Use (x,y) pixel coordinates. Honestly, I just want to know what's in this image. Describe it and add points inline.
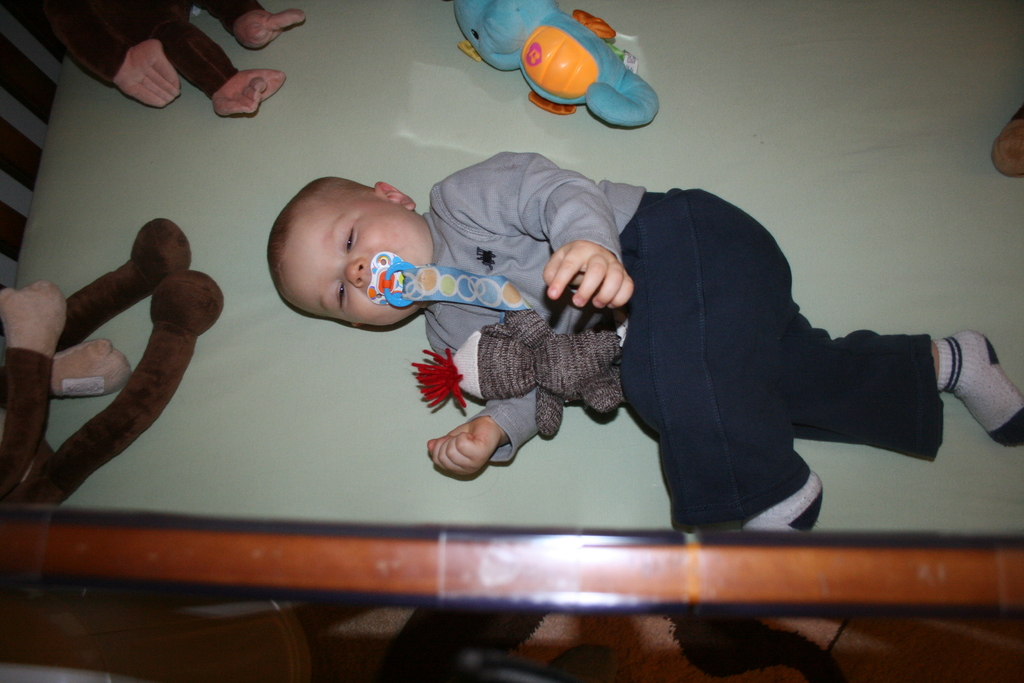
In the image there is a baby (664,453) in a cradle (646,436) and around the baby (721,250) there are soft toys (119,19).
